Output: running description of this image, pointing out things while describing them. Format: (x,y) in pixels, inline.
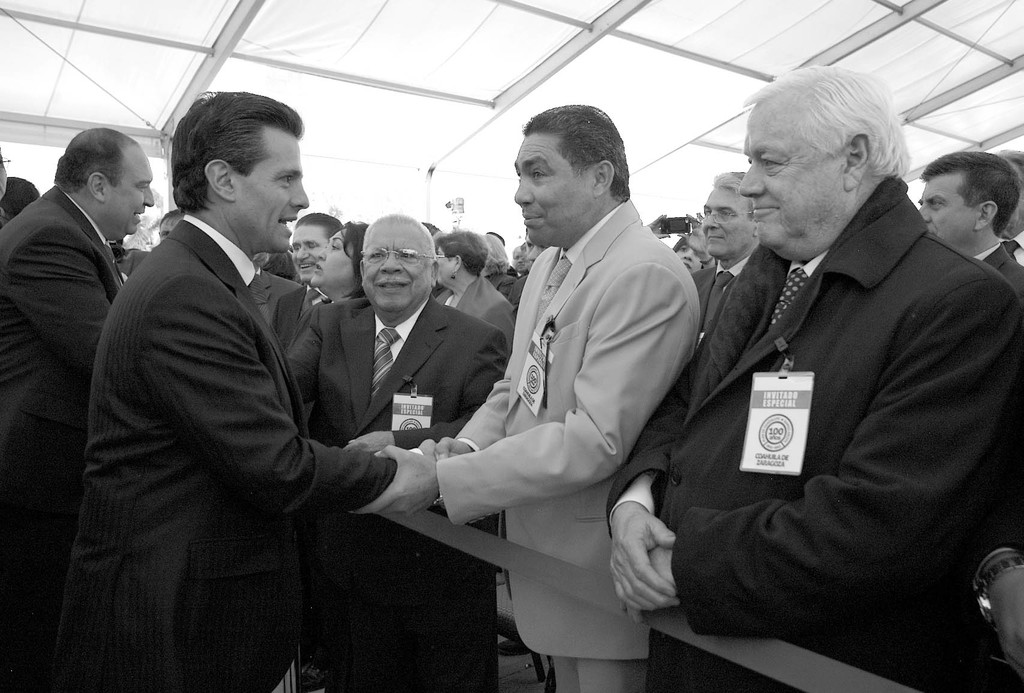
This is a black and white image where we can see so many people (481,334). They are wearing coats (253,427). At the top of the image (339,59), we can see the roof (413,61). At the bottom of the image (502,549), we can see a ribbon (517,557).
